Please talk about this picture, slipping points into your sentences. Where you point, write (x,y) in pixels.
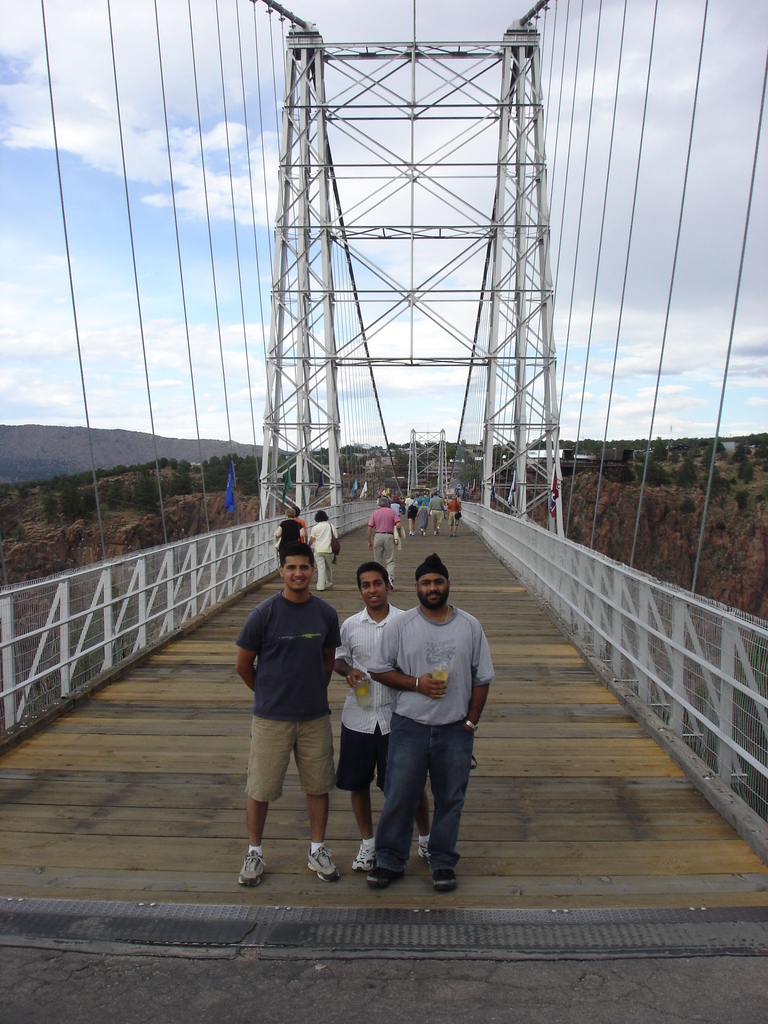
There are people (462,800) standing on a bridge (413,546) in the foreground area of the image (127,770), there are people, trees (699,452), ropes (481,460), mountains (591,524) and the sky (505,272) in the background (294,306).
